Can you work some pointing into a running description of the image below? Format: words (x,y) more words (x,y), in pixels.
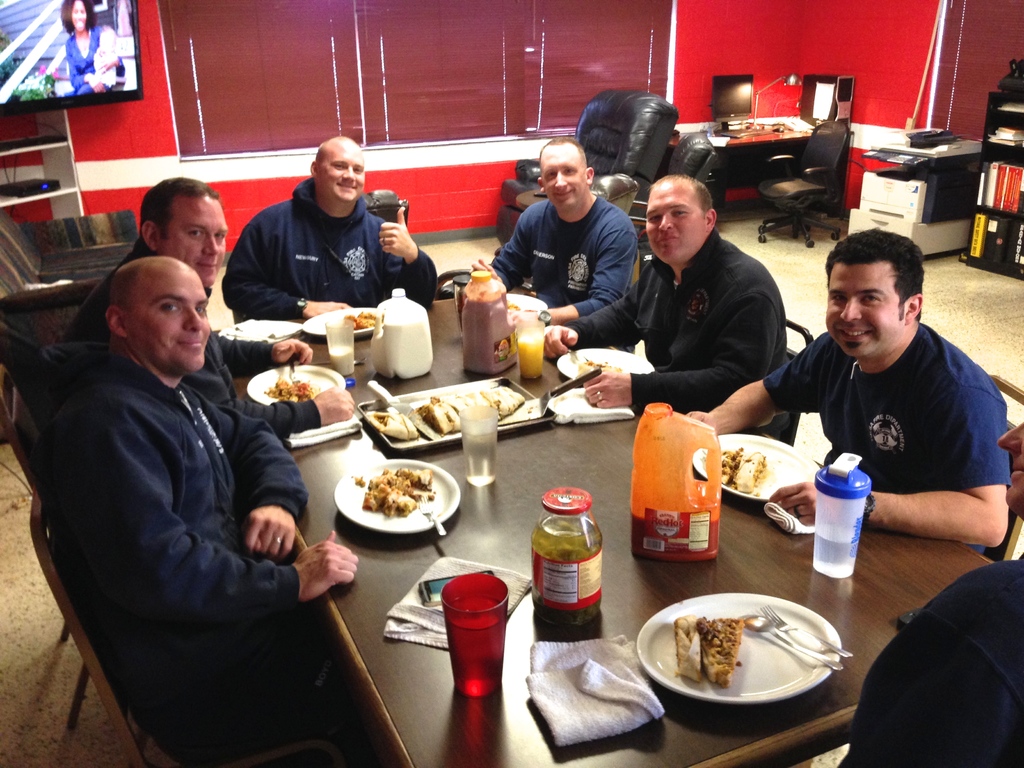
In this picture we can see a group of people (197,315) are sitting on chairs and in front of the people (946,461) there is a table (409,723) and on the table (460,711) there are glasses (485,447), plates (517,293), clothes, forks (805,635), spoons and other things (404,360). Behind the people (227,282) there are chairs (639,133), table (728,186), television (19,5) and a wall (204,165).
